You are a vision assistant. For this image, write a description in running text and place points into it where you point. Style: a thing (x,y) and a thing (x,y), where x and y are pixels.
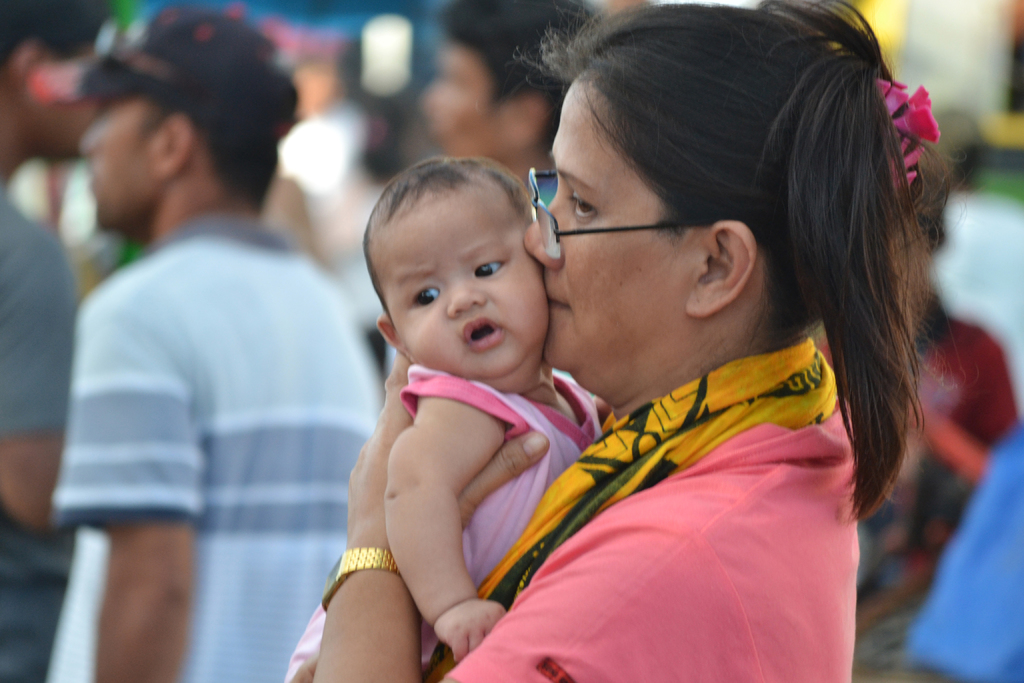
In the center of the image (653,261), we can see a lady (604,331) wearing glasses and holding a baby (455,432) and in the background (236,122), there are some other people (178,70) standing.
